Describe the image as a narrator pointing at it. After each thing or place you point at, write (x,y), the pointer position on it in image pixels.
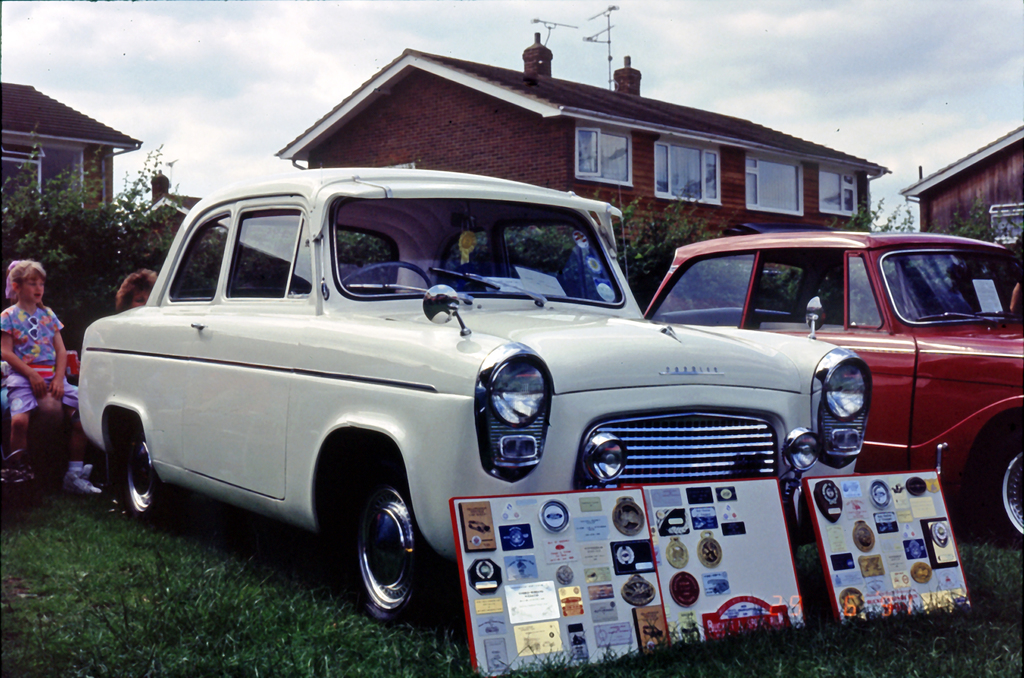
In this image there are cars (439,346) parked on the ground (293,595). There are boards (616,562) in front of the cars (326,422). There is grass (176,586) on the ground (129,593). Behind the cars (192,334) there are a few people (44,365) sitting. In the background (58,160) there are houses (569,149) and plants (116,231). At the top (672,76) there is the sky (226,52).
